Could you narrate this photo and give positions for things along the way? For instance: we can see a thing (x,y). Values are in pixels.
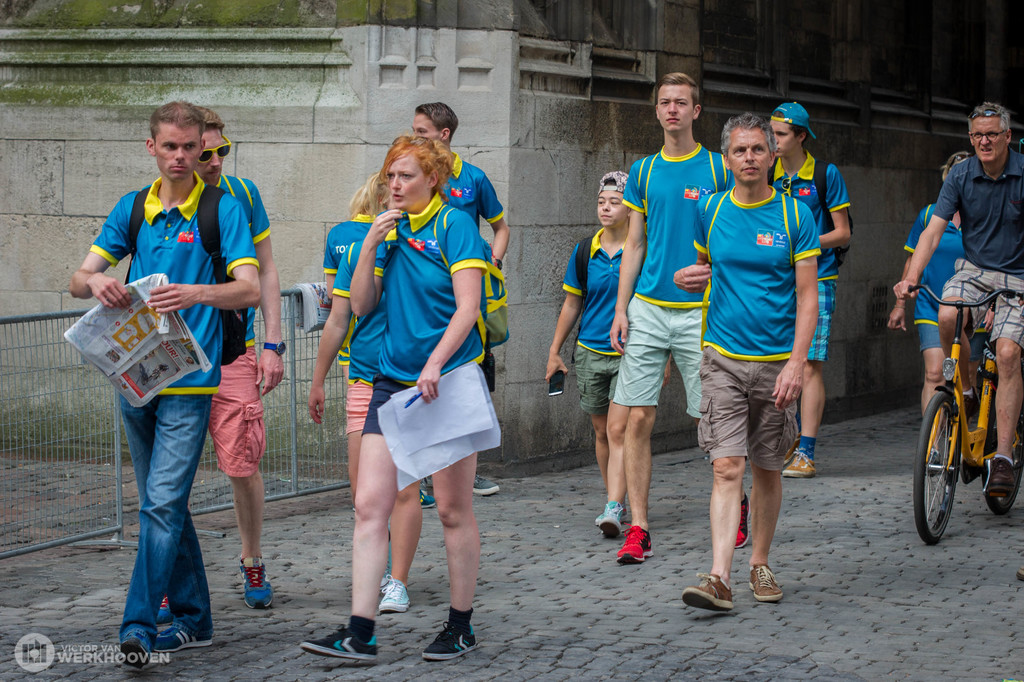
It is taken outside of the building (853,326) where people (464,624) are walking on the roads (650,620) and at the right corner of the picture (954,420) one man (1015,320) is riding a bicycle (959,415) and in the middle (379,451) a woman (375,436) is holding papers (412,426) in her hand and one person (205,271) is holding paper (146,323) and carrying a bag (216,231) and behind them there is a building (971,17).
